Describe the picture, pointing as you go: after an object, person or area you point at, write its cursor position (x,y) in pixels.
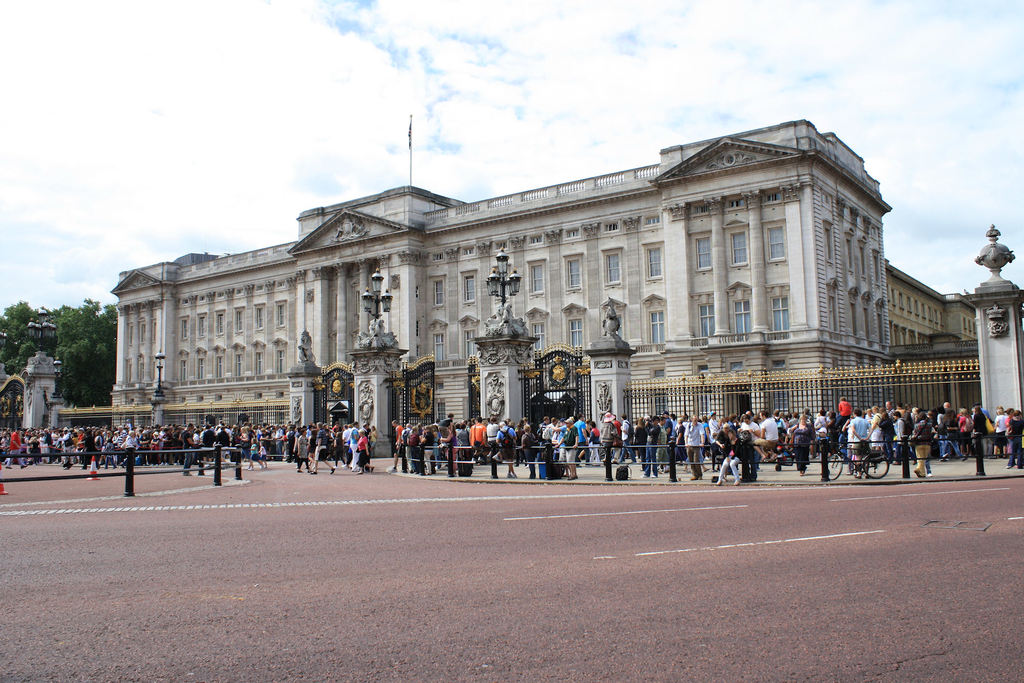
In this image we can see buildings (569,256), glass windows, beside that we can see metal fencing (753,389) and gates (533,394) and we can see lamps (379,300). And we can see trees (81,362) on the left side (60,320). And we can see people (621,442) walking, we can see a bicycle (855,460), beside that we can see the fence (908,476) and the road (524,516), at the top (497,6) we can see the sky (419,56) with clouds (161,18).
